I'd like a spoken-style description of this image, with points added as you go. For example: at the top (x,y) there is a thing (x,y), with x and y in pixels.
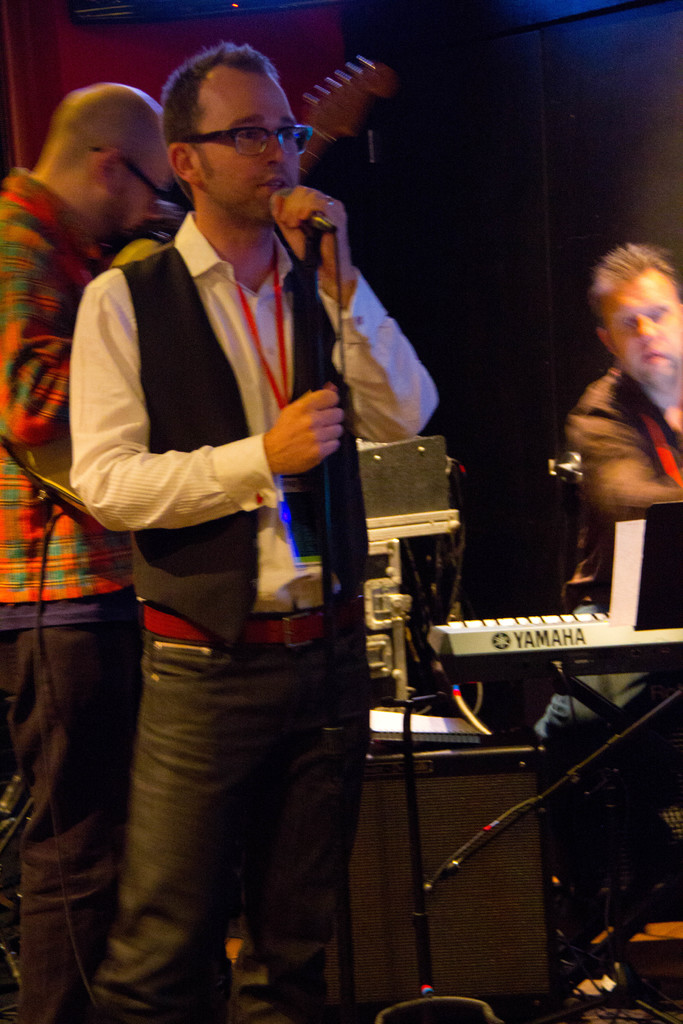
There is a man (350,723) standing in the center (385,403) and he is holding a microphone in his hand (342,253) and he is singing. There is another man (98,211) who is standing on the left side (131,674). There is another man (682,430) who is on the right side (673,306) look like he is playing a piano (552,632).
